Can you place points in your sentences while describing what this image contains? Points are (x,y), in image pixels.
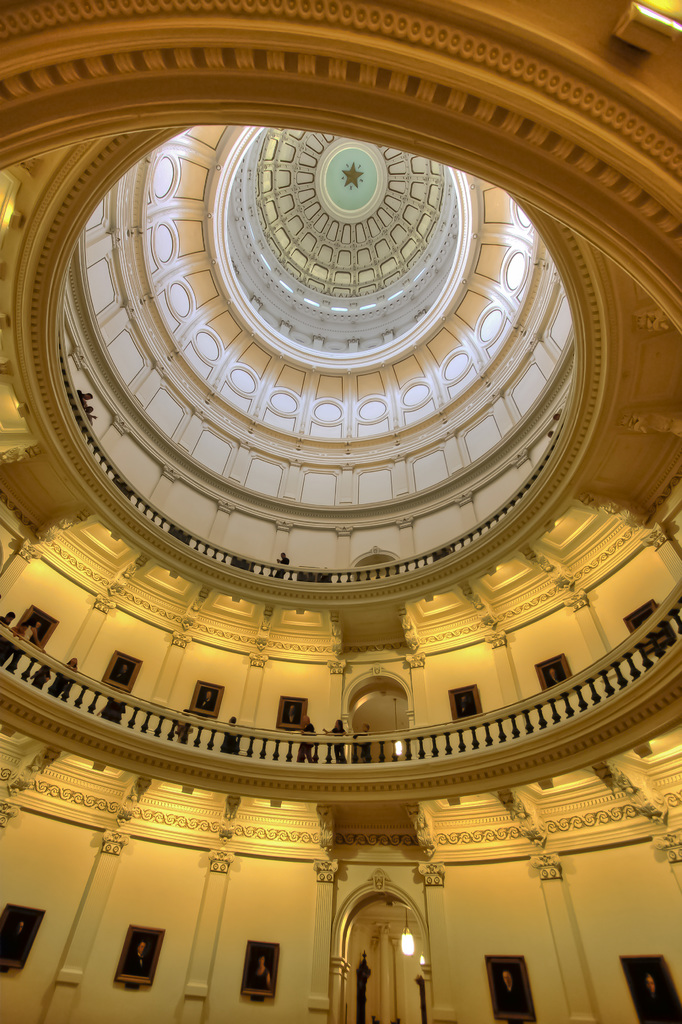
In this image there is a inner view of the building (330,787), also there are people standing beside the balcony (638,702).
